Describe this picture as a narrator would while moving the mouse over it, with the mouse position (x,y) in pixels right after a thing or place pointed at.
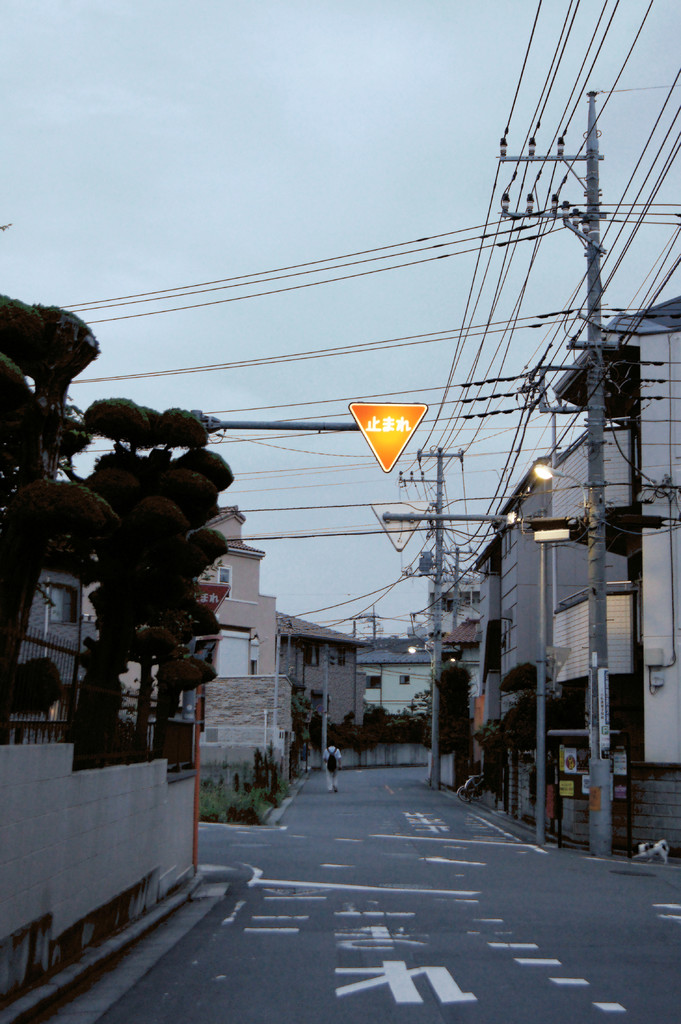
This image is clicked outside. There are buildings (349,702) in this image. There are trees (138,622) on the left side (89,542). There is sky (338,131) at the top (241,202).
